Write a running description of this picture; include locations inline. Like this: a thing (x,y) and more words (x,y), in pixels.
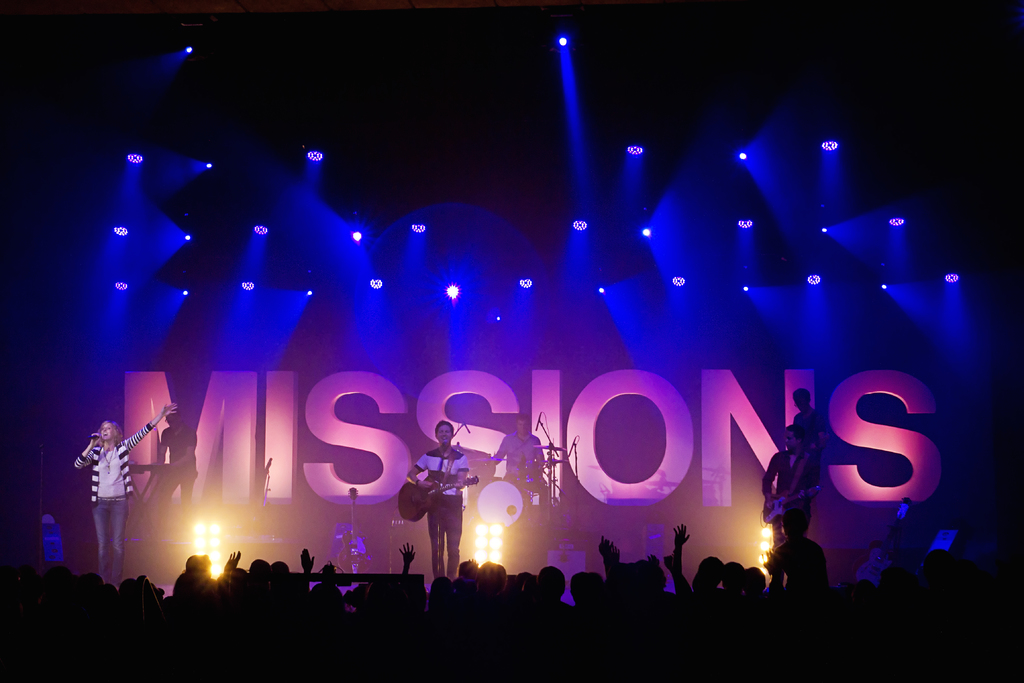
In this image we can see few people (790,475) playing musical instruments (541,487). There is a person (120,442) holding a mic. In the back (461,435) we can see a word (445,397). Also there are lights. At the bottom (494,592) there are many people (533,576).
